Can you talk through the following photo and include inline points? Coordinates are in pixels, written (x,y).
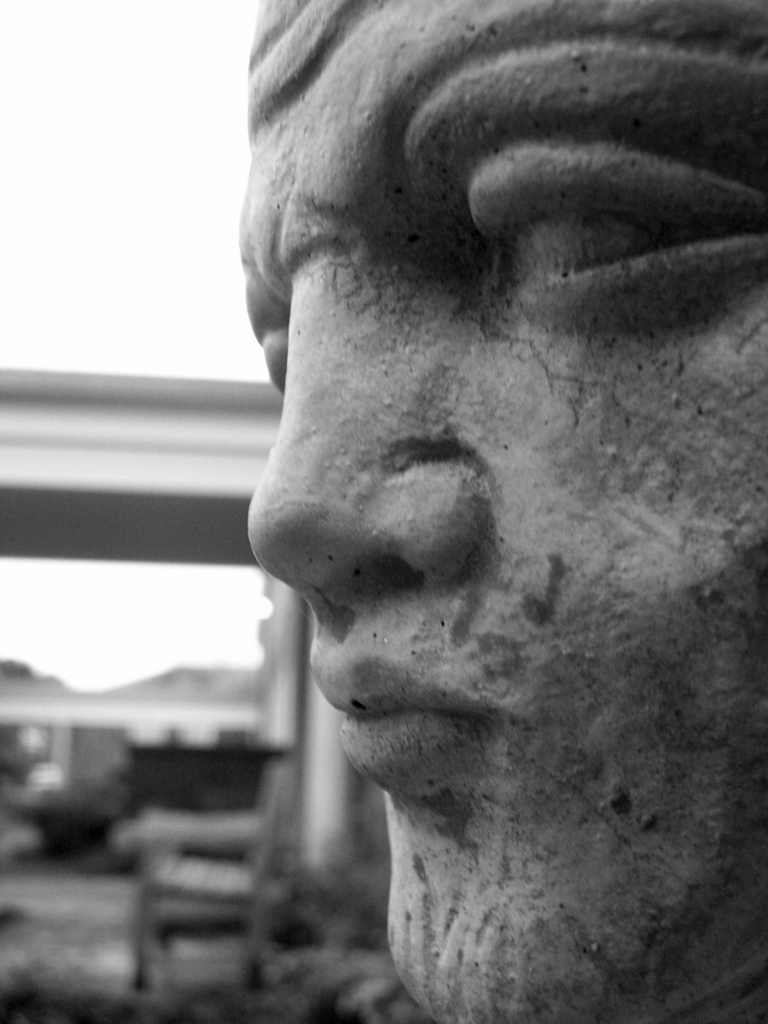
This is a black and white image and here we can see a sculpture (467,489). In the background (145,425), there are some objects (192,735).
